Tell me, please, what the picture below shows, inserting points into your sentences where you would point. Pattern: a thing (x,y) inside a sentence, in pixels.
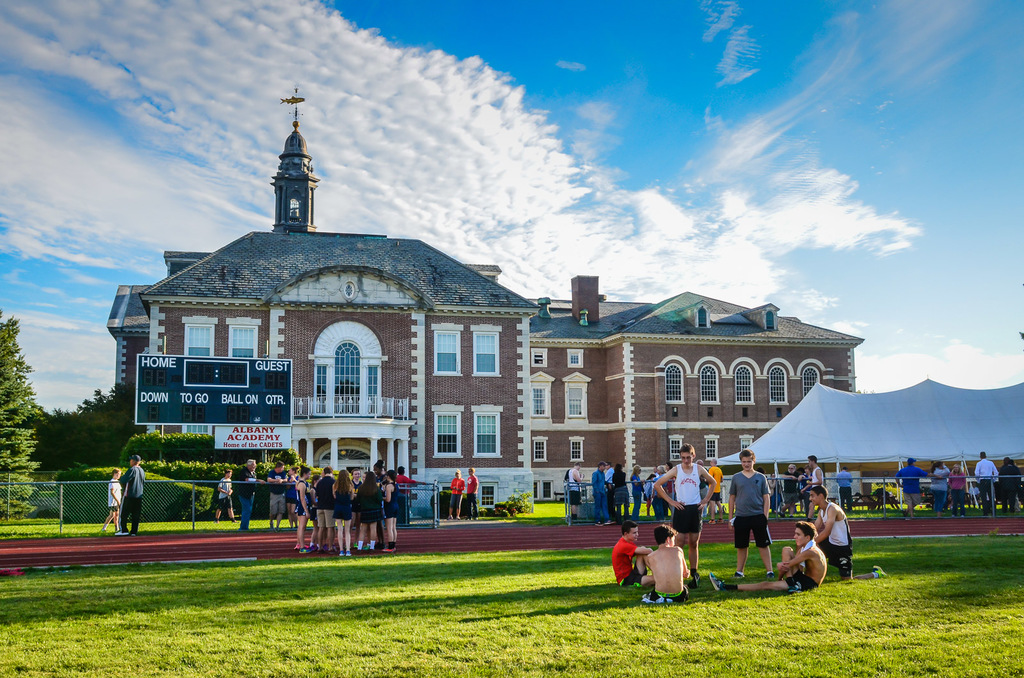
At the center of the image (468,316) there is a building (376,373), in front of the building (340,408) there is a board (223,413) with some text (275,396) and there are a few people (688,496) sitting and standing, few are walking on the surface (710,609) of the grass (903,567), there is a camp (904,428) on the right side of the image (873,418). On the left side of the image (12,440) there are trees (108,438) and plants (203,466). In the background (468,103) there is the sky (782,159).
